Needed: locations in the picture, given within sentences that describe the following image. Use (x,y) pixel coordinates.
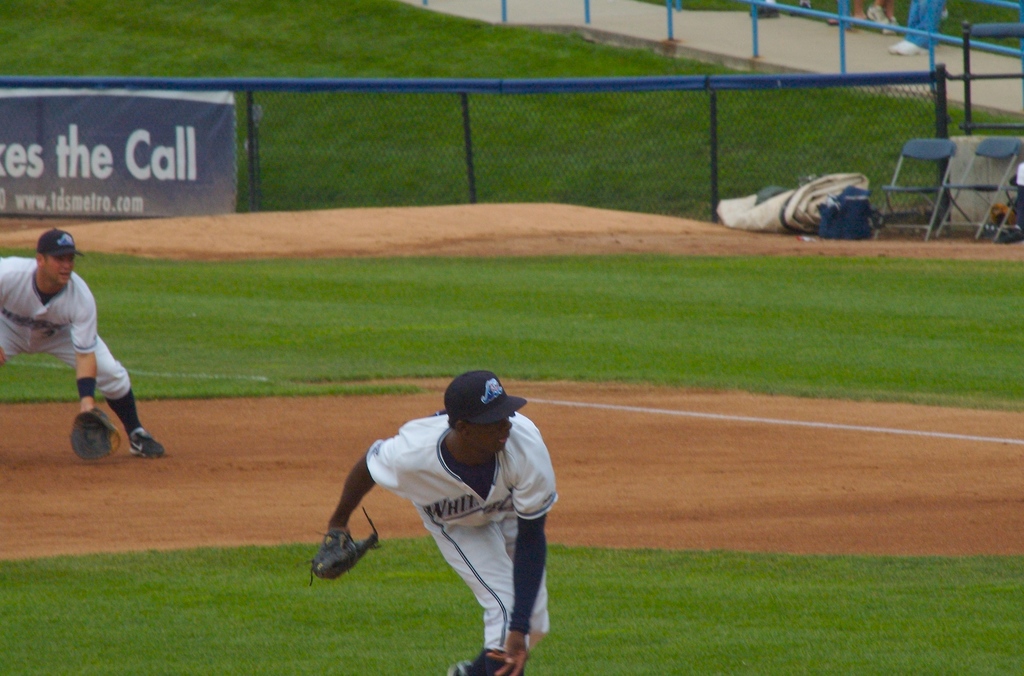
In this picture we can see two persons (139,425) are playing baseball game, they wore caps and gloves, at the bottom (592,574) there is grass (771,650), on the right side (905,190) we can see chairs (987,177), on the left side (101,131) there is a hoarding (101,139), we can see some text (113,162) on the hoarding (138,164), we can see legs (923,28) of people (935,22) at the right top of the picture (923,15).
